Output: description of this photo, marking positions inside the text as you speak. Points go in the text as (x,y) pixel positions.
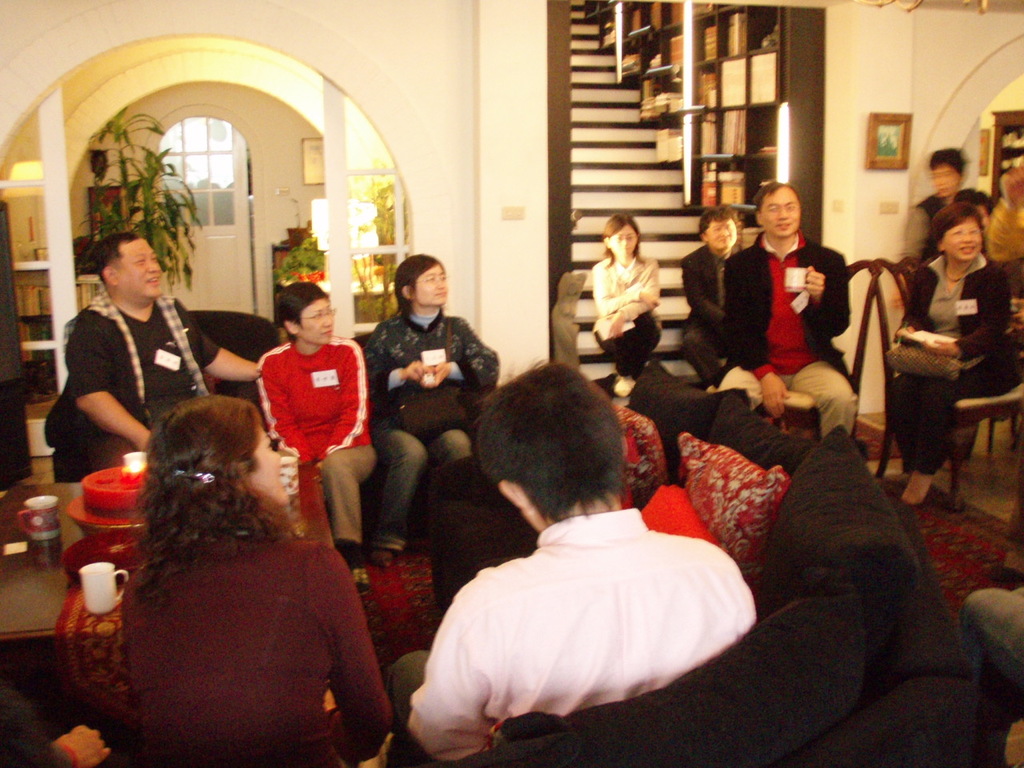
In this image we can see men (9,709) and women (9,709) are sitting on sofa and chair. Left side of the image (25,611), one table (23,597) is there. On table (26,580) cups (98,568), cloth (103,617) and things (113,506) are there. Background of the image (583,100) stairs (587,187), white color door (235,167), wall (428,138), frame (308,156) and plants (152,212) are there. Two persons (698,266) are sitting on the stairs (675,291).
